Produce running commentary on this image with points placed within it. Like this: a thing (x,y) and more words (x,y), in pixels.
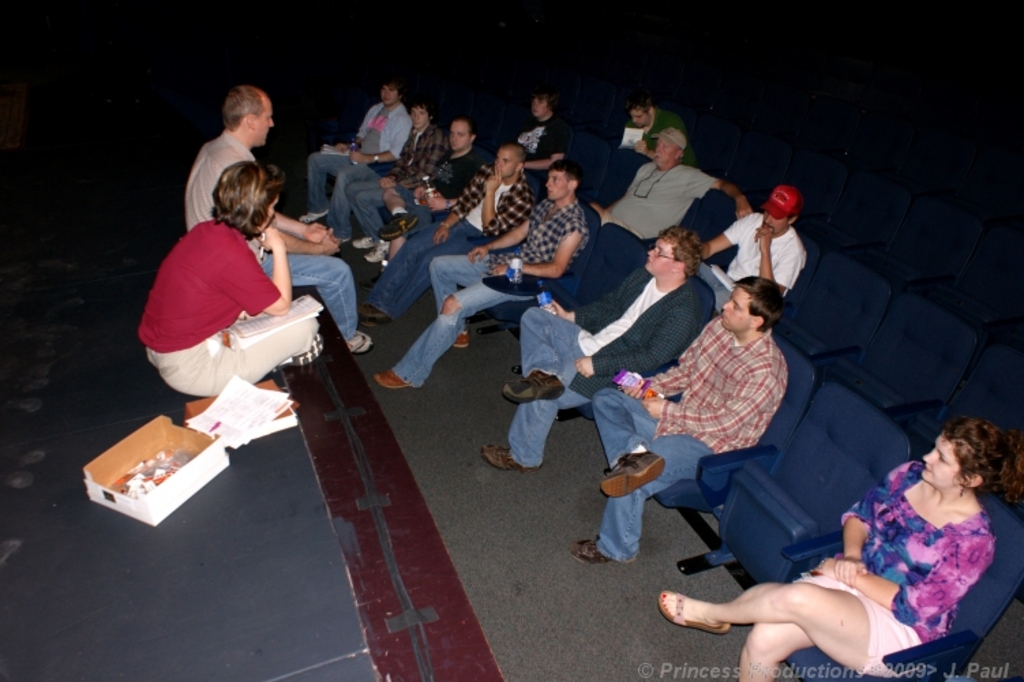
In this image there are two people (267,187) on the stage (222,483), a box (214,473) and some papers (266,431) on the stage (267,451), there are a few people (497,214) sitting on the chairs (808,509) in front of the stage (21,643).
